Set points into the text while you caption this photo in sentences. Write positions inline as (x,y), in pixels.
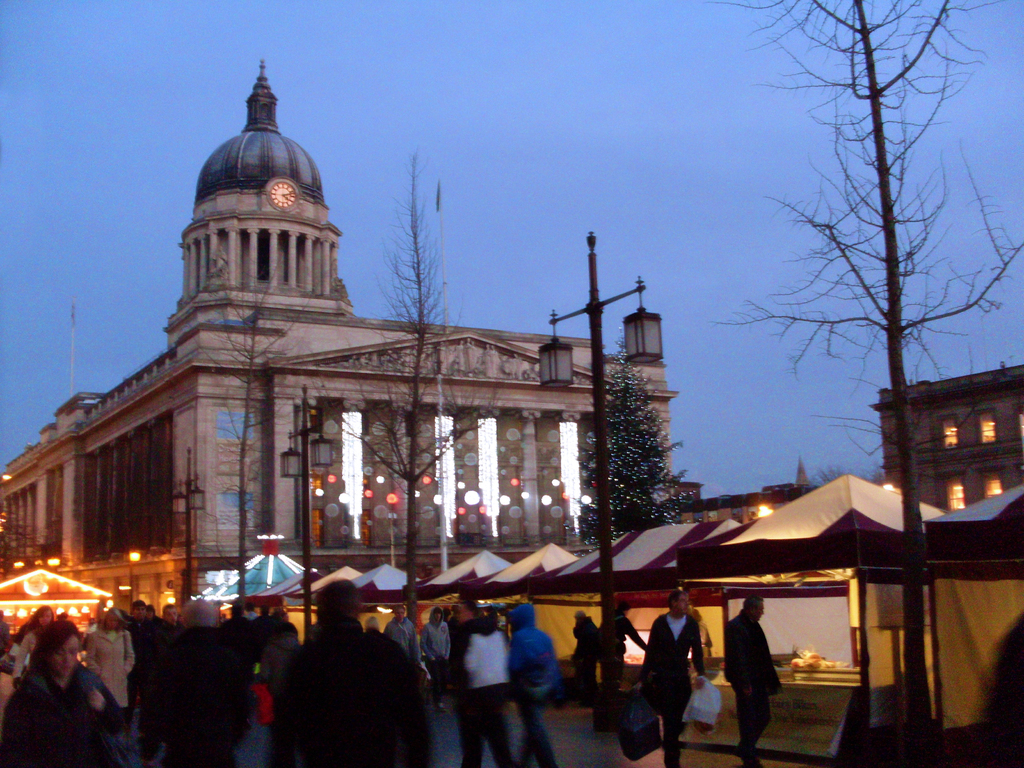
This picture is clicked outside the city. At the bottom of the picture (338,647), we see people (493,679) walking on the road (449,714). Beside them, we see stalls (805,593) and white tents (477,582). On the right side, we see a building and trees (652,514). We even see a light pole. In the background (172,437), we see a council house (163,423). At the top of the picture (472,143), we see the sky (413,115), which is blue in color.
